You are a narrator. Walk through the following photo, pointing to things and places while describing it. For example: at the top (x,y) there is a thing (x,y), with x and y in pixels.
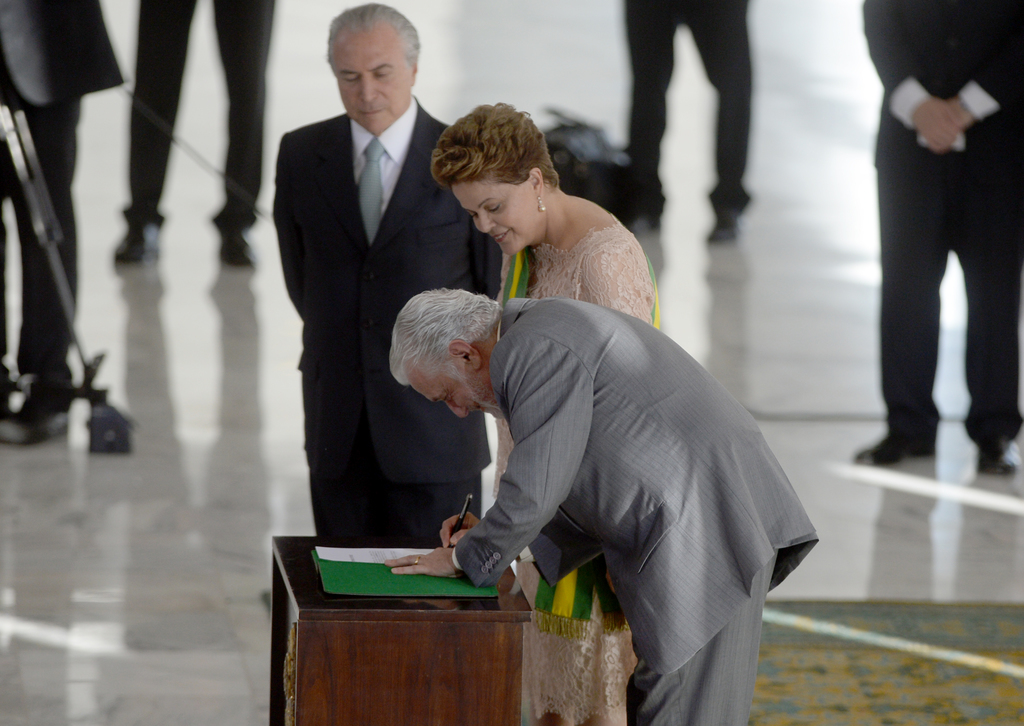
In the picture we can find two men (306,246) and one woman (603,297) standing near the table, one man (479,309) signing the papers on the table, in the background (19,42) we can find some people (993,232) are standing on the floor (20,493) the man (316,260) is wearing a blazer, tie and shirt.
